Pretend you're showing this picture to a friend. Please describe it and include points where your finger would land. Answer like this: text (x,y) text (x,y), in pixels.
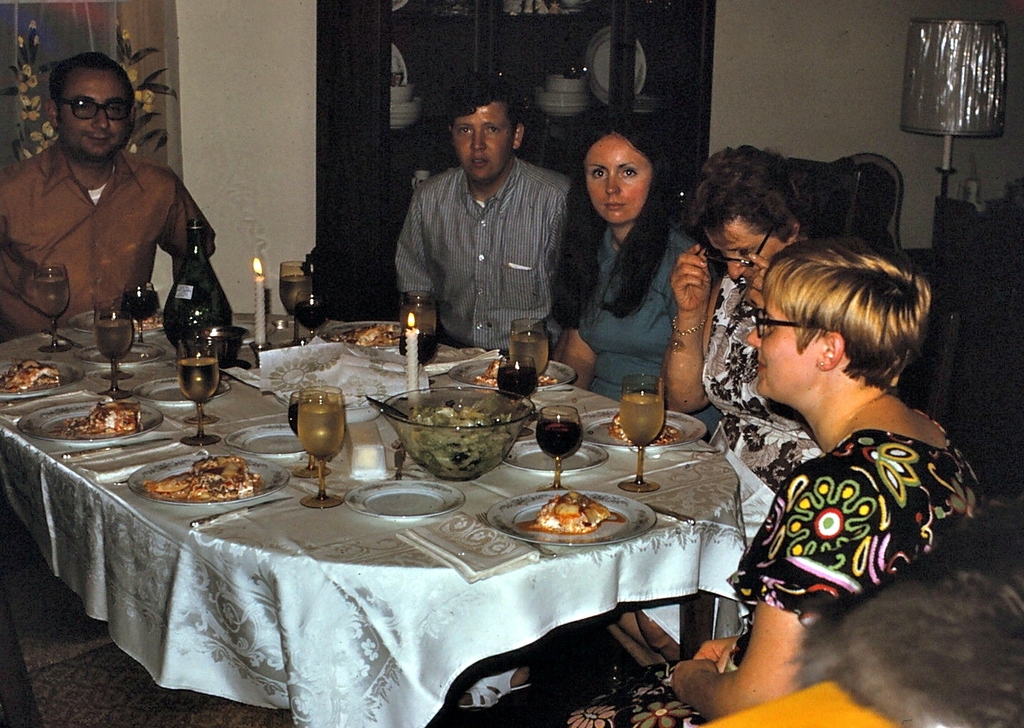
In this picture there are group of people (522,245) sitting on the chair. There is a glass (50,300), bowl (436,429), spoon (399,414), candle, food (228,493) in the plate (270,493). There is a cloth (237,520). There is a cupboard (383,83) and few items (562,78) in the cupboard (531,83) There is a lamp (930,107) at the background (928,86).
